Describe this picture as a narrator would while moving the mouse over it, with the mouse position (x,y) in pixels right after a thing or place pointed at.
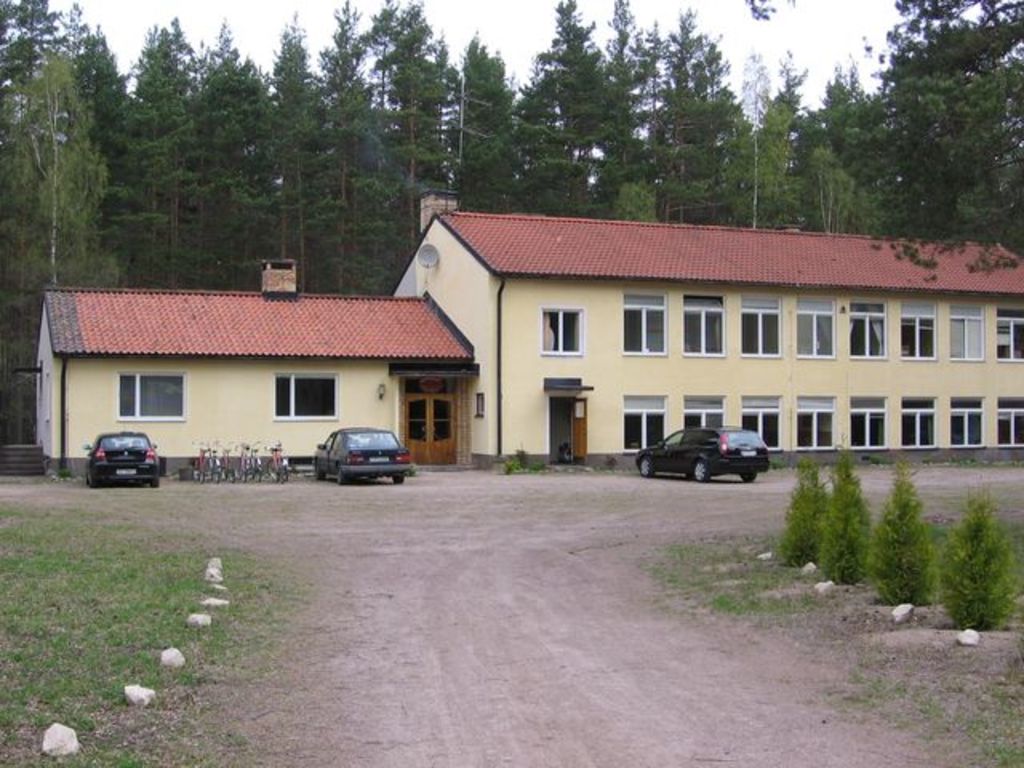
In the image we can see a building (565,408) and these are the windows (571,327) of the building (730,326). There are many vehicles (682,460) and bicycles (236,470). There are plants (983,529), trees (425,171), grass (151,617), stones (219,600), stairs (19,457), a path (473,568) and a white sky (287,16).
